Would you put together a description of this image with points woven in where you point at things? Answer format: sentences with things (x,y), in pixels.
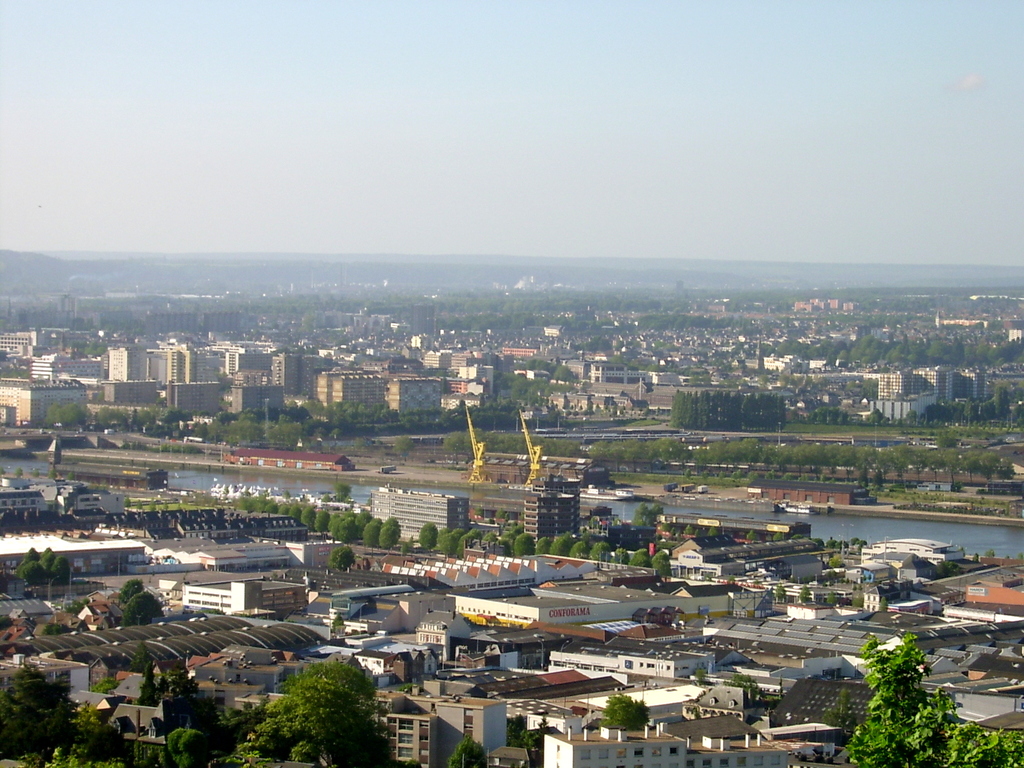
This is the aerial view of a city (843,304). In this image we can see trees (432,425), buildings (284,354), cranes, watersheds (946,525), poles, sign boards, hills (154,272) and sky (462,170).
